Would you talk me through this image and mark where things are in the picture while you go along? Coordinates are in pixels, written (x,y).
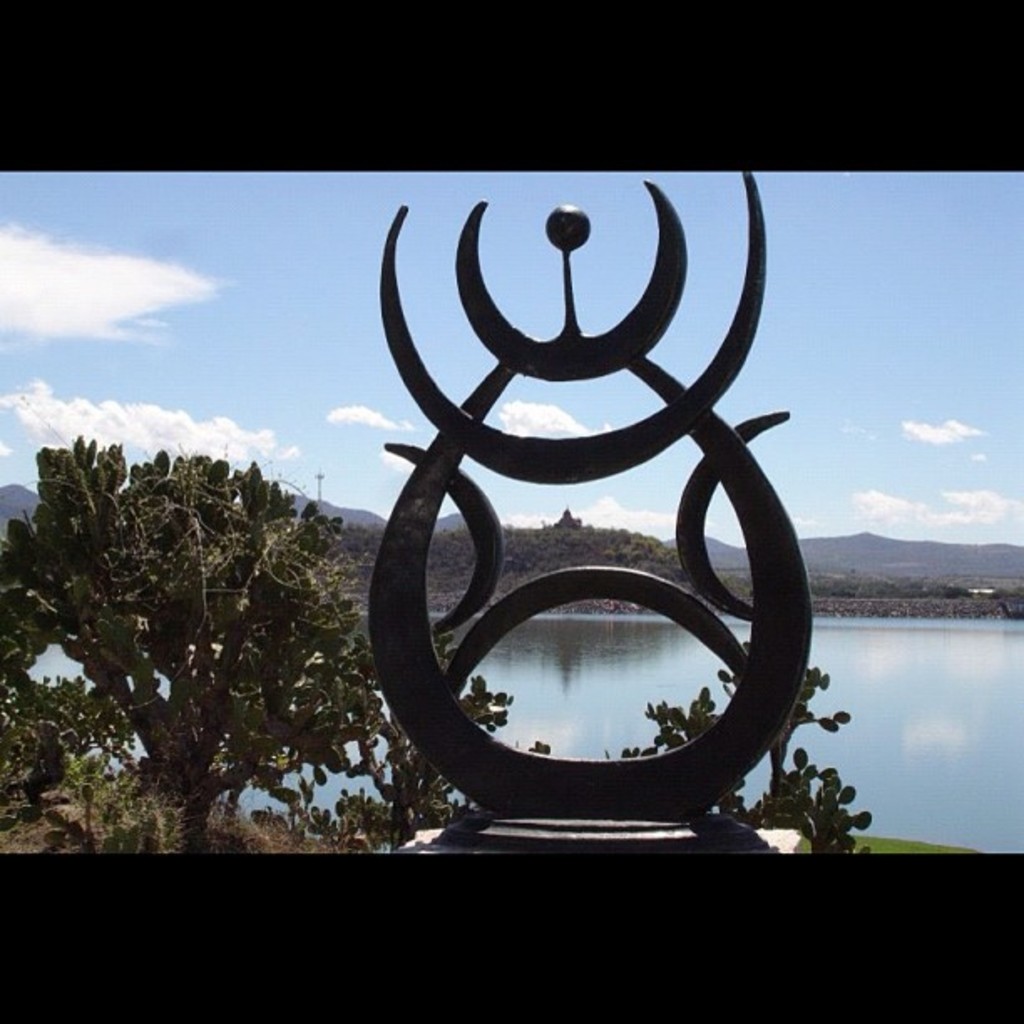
In this image we can see a statue (749,183), trees (202,597), and water (659,631). In the background (728,517) we can see mountain (956,548) and sky (502,412) with clouds (374,409).
